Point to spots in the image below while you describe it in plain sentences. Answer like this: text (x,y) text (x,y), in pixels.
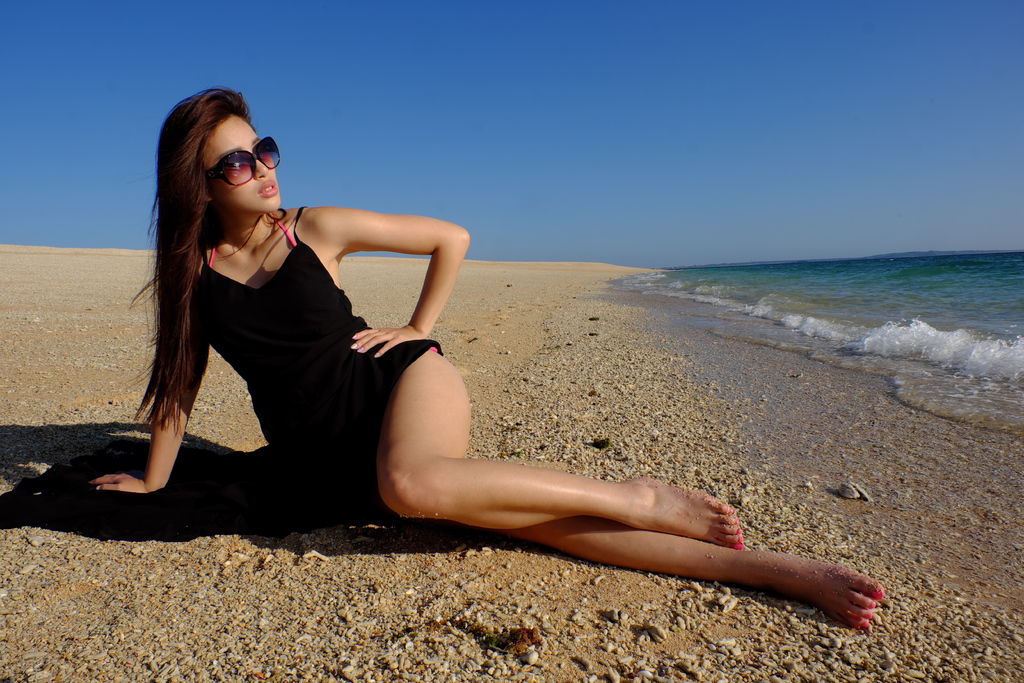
In this image we can see a sky (630,135). There is a sea (916,323) in the image. There is a beach (622,316) in the image. There is a lady (423,371) in the image.
